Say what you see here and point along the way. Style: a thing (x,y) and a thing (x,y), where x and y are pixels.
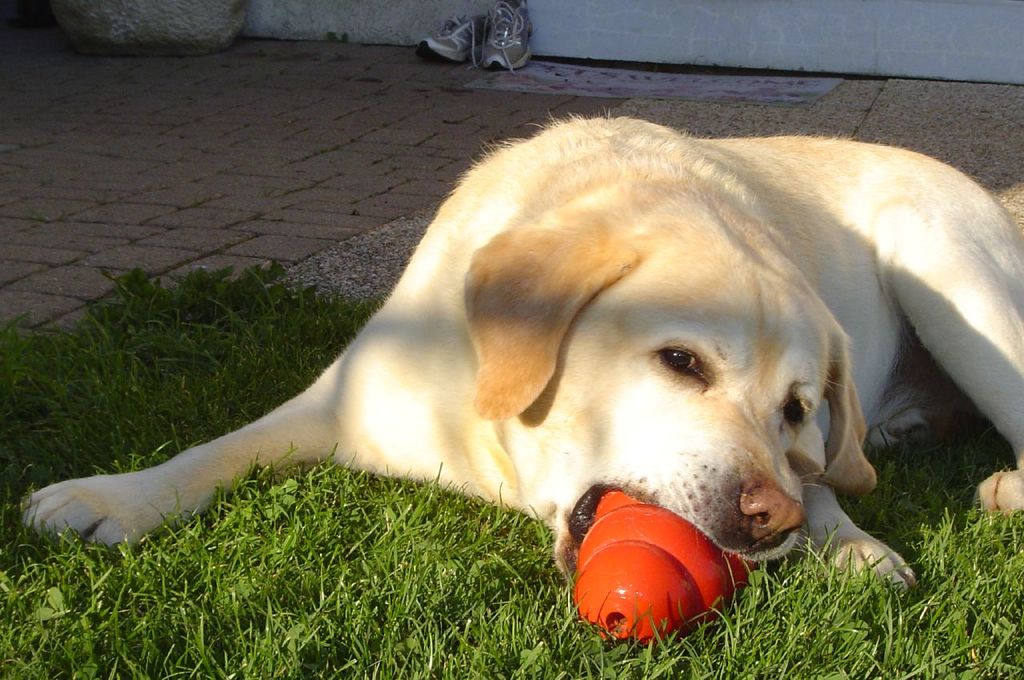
In this image, we can see a dog (659,451) with an object (617,527) in its mouth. We can see the ground (388,180) with some objects (637,76) like a pair of shoes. We can see some grass (287,617) and the wall (642,50).
